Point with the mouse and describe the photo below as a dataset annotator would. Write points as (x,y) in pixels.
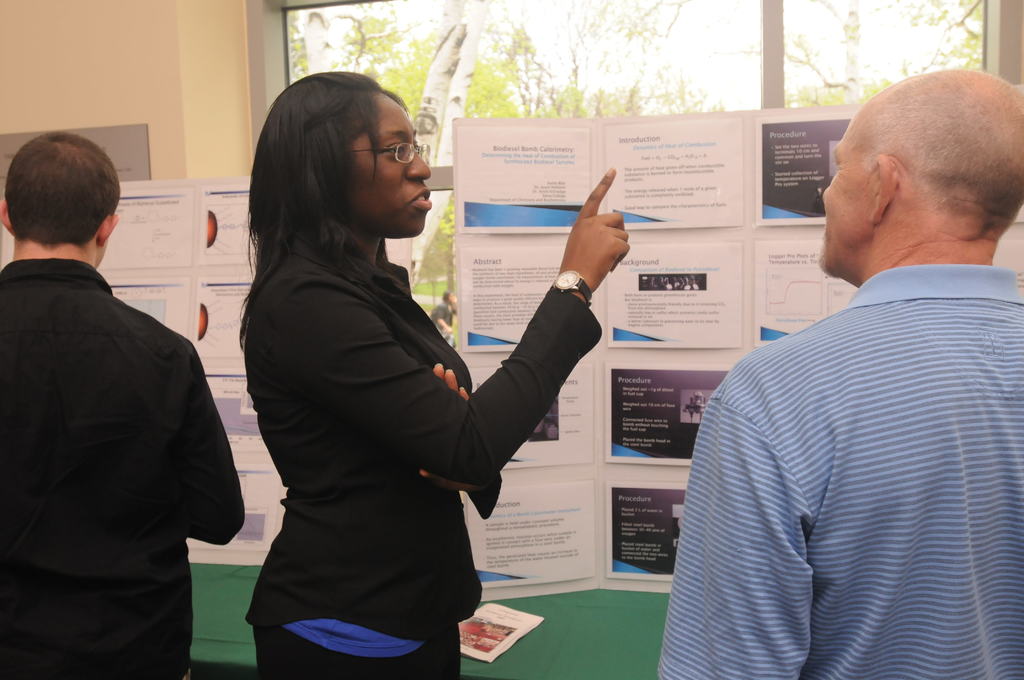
In this image there are three people (525,382). In front of them there are posters (654,314) on the board (498,363), behind the board (462,347) there is a glass window (546,90) on the wall (233,55). On the wall (89,89) there is a board (122,178). Through the window (590,71) we can see there are trees (462,59).
